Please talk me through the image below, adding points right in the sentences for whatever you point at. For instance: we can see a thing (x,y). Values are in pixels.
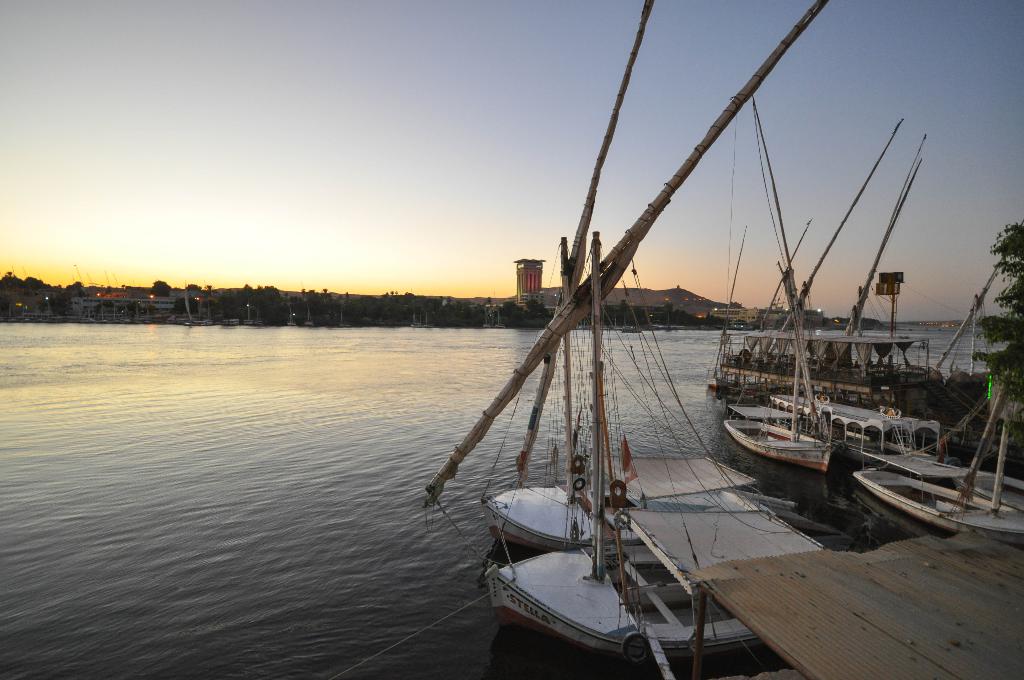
In this image I can see water (433,381) and on it I can see few boats (529,443). On the right side of this image (1009,266) I can see a tree (1004,250). In the background (35,300) I can see number of trees (269,296), few buildings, few lights (21,304) and the sky (257,161).
